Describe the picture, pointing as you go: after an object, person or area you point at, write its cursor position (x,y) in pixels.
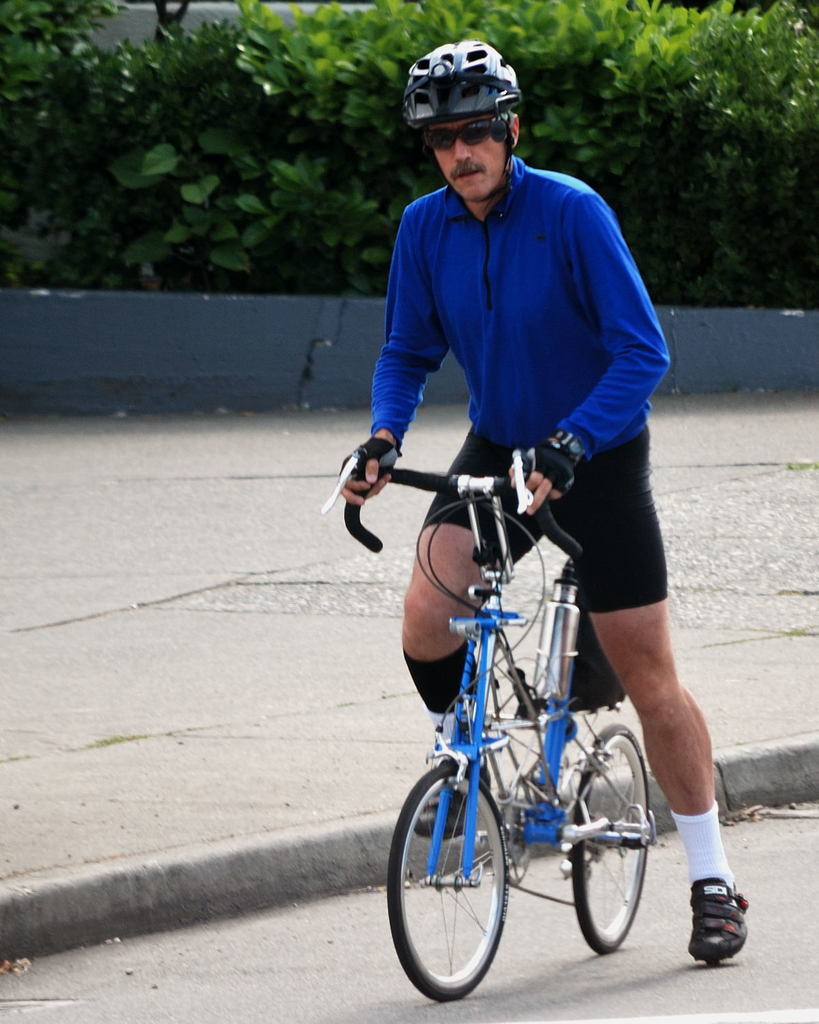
In this image in the center (509,577) there is a man (551,492) on the bicycle (469,692). In the background (487,39) there are plants (282,121) and there is a wall (231,359).
